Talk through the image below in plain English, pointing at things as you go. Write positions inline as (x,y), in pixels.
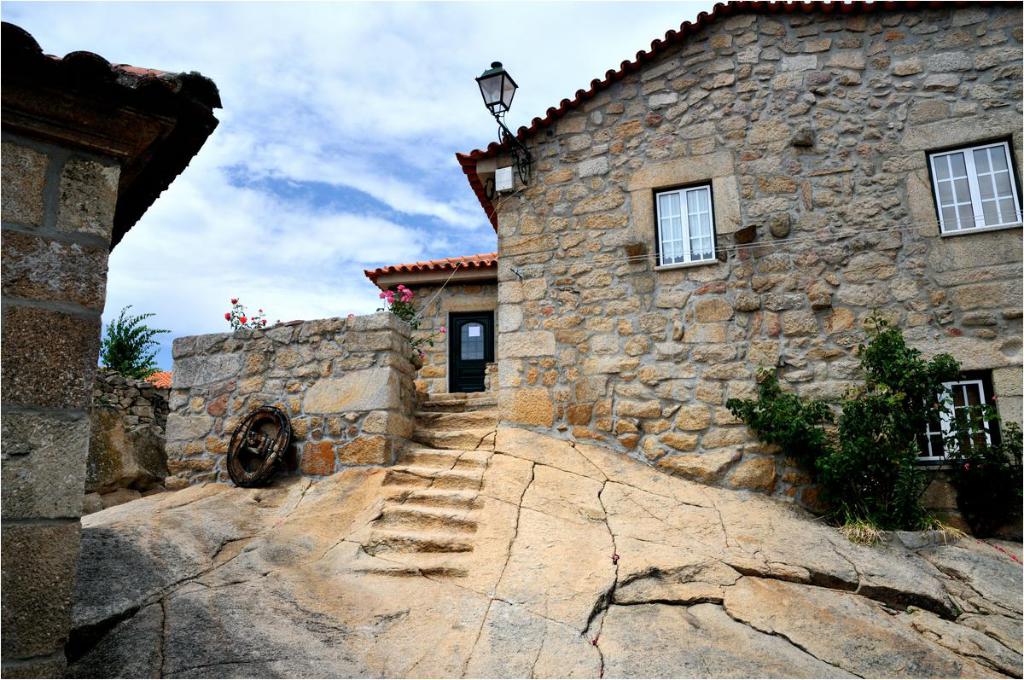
In this picture I can see there is a building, there are some stairs (469,504) here and there are plants (128,363), trees (131,350) and the sky (314,234) is cloudy.
